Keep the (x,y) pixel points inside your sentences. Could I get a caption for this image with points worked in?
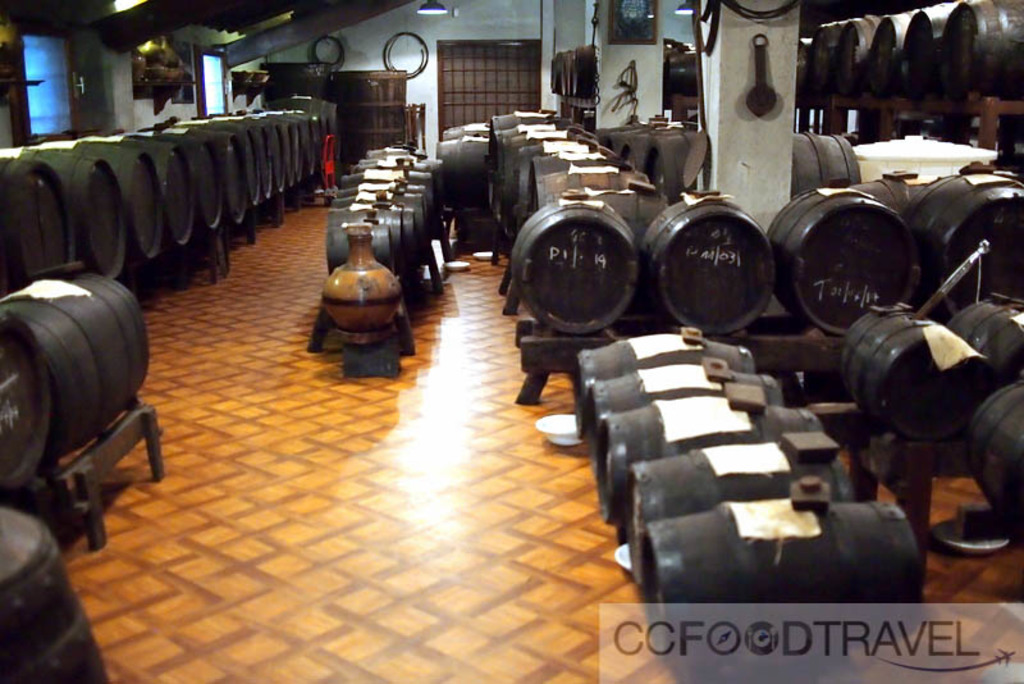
The picture consists of barrels (563,208), pots (368,243) and some wooden materials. In the background (506,72) there are door (494,58) and a light (439,8). On the left (41,90) there are windows (73,61).
